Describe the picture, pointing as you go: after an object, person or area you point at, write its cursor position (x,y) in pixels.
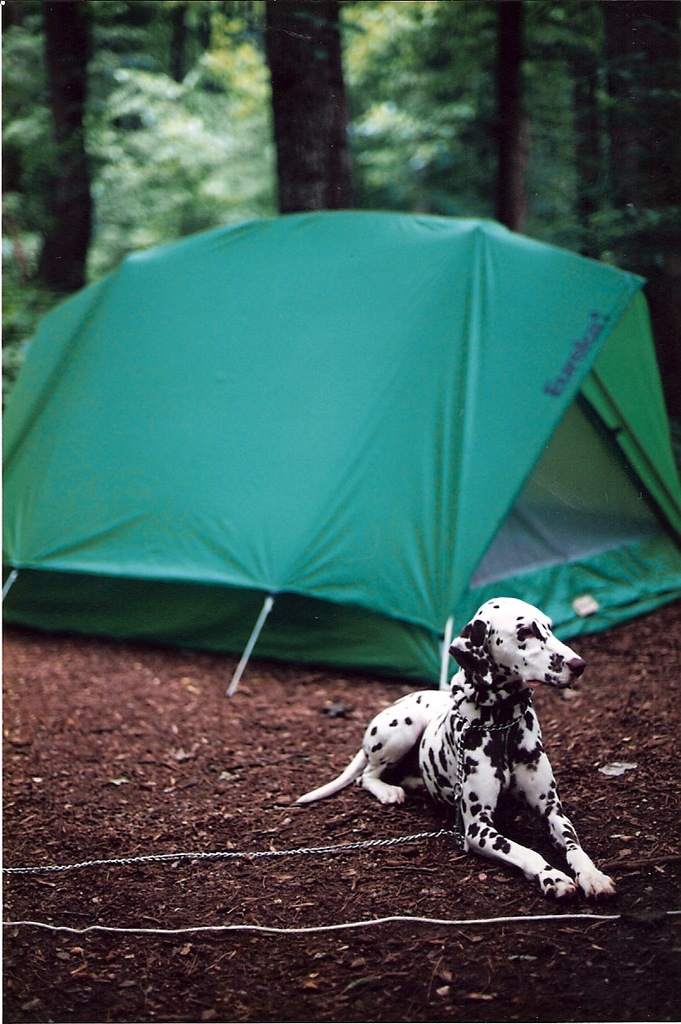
In this image I can see a dog (483,742) sitting on the ground (284,766), dog (419,747) is in black and white color. Background (419,374) I can see a tent (428,407) in green color and few trees (194,149) also in green color.
